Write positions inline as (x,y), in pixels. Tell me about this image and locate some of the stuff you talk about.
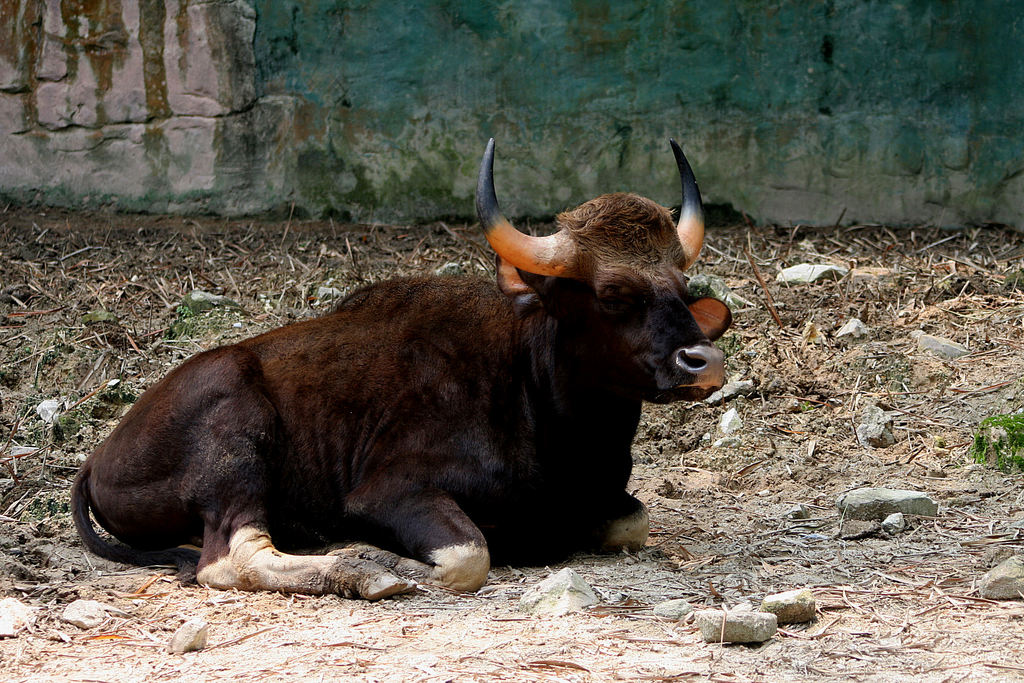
In this picture there is a bull (214,504) in the center of the image (679,343), there are pebbles (459,268) and dried grass (448,257) on the floor (1016,404) and there is a wall (421,138) in the background area of the image (391,151).
